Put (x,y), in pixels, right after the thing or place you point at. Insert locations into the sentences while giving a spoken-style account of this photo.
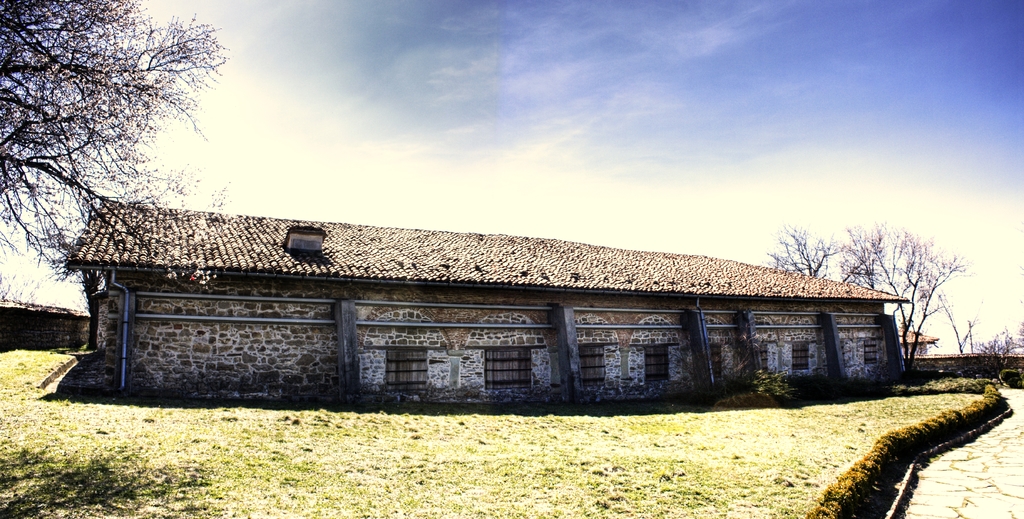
In this image I can see a house (366,315) which is made of rocks (283,334), few pipes (449,327), some grass (470,518), few plants (974,383) and the road (992,457). In the background (925,344) I can see few trees (890,270), few other buildings (925,344) and the sky (397,107).
